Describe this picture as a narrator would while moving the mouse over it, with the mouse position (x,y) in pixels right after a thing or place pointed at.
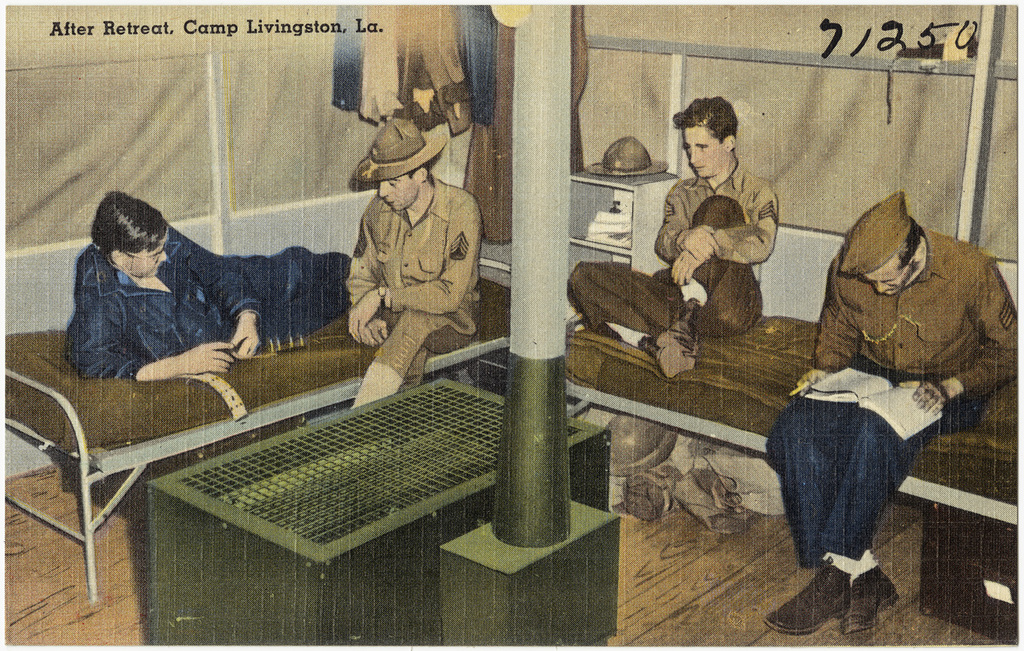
It is a poster. In the poster there is a pole (545,89). Behind the pole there are some beds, on the beds (494,267) few people (390,259) are sitting and holding something. Behind them there is wall (242,139) and clothes (475,135).
